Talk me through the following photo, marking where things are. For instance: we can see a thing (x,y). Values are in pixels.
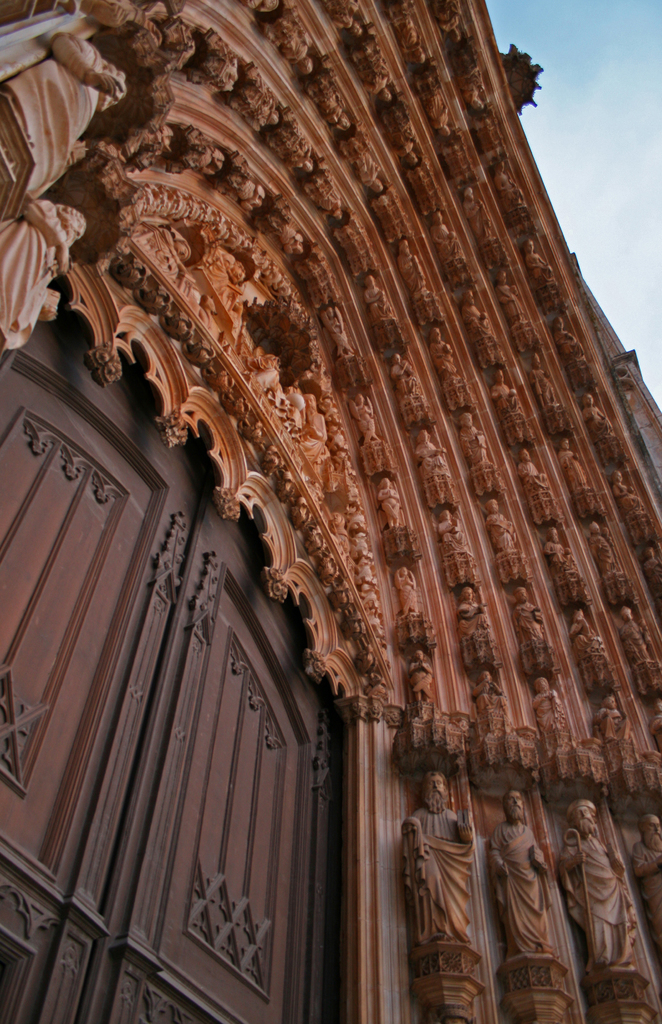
In this picture we can see door (143,699) and statues (418,867). In the background of the image (607,192) we can see the sky (587,177).
